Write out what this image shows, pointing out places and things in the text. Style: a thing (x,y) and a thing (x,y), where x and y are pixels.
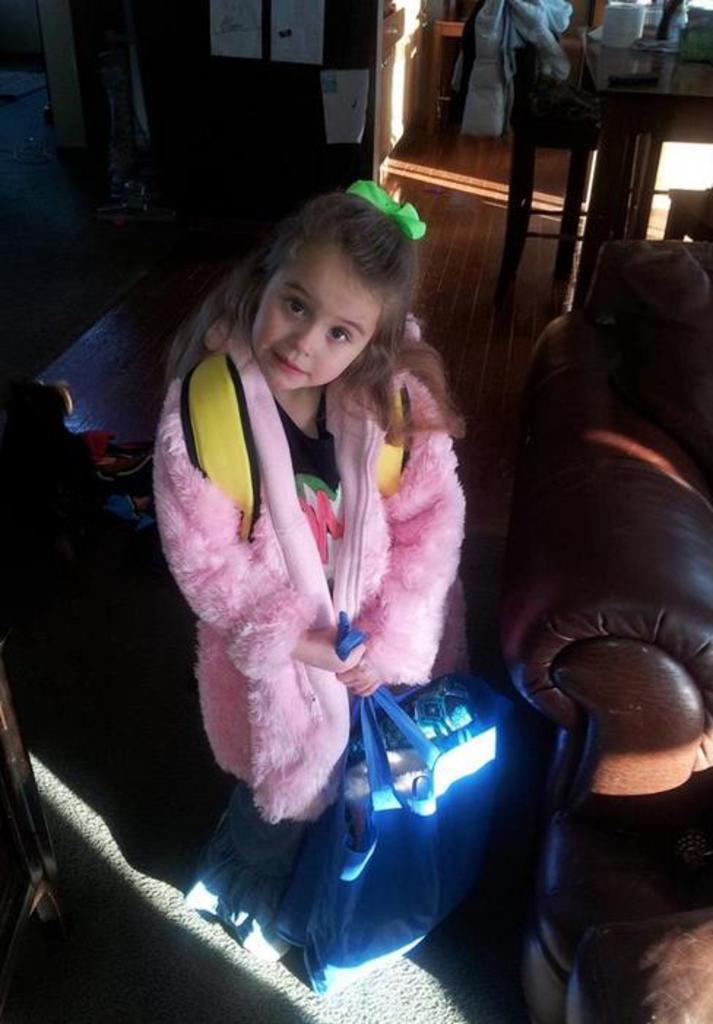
In this image I see a girl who is holding a bag (321,839) and there is a couch (522,596) beside her. In the background (498,323) I see the floor (460,229) and the table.
